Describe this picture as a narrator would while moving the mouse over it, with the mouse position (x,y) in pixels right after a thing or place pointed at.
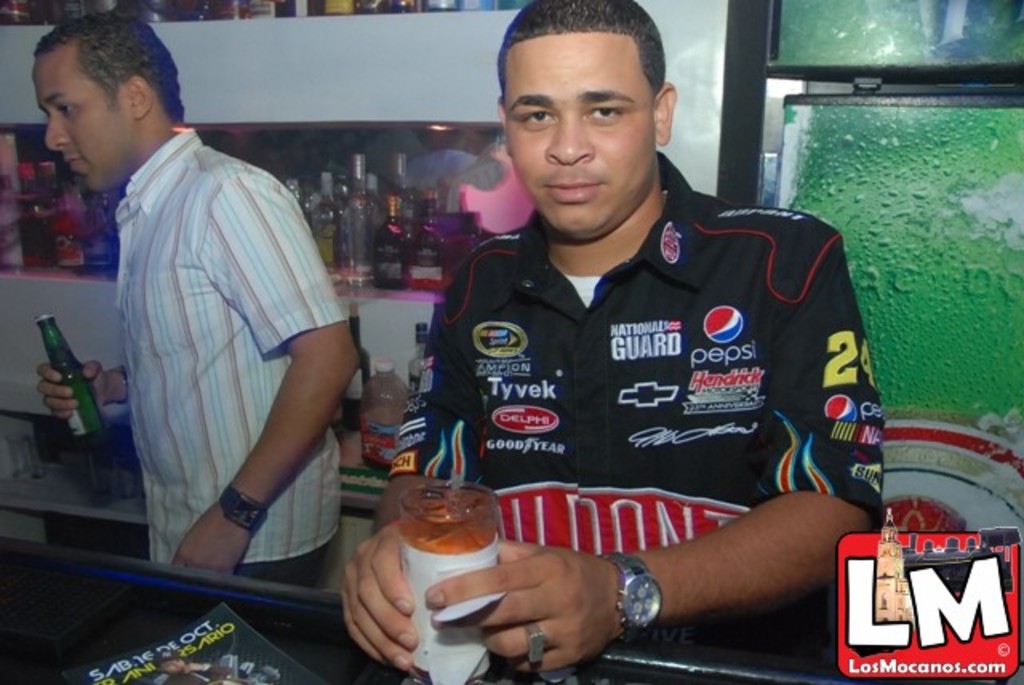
In this image i can see two men (302,283) among them the person (210,200) on the left (208,369) is holding a glass bottle (90,408) in his hand (107,401).
